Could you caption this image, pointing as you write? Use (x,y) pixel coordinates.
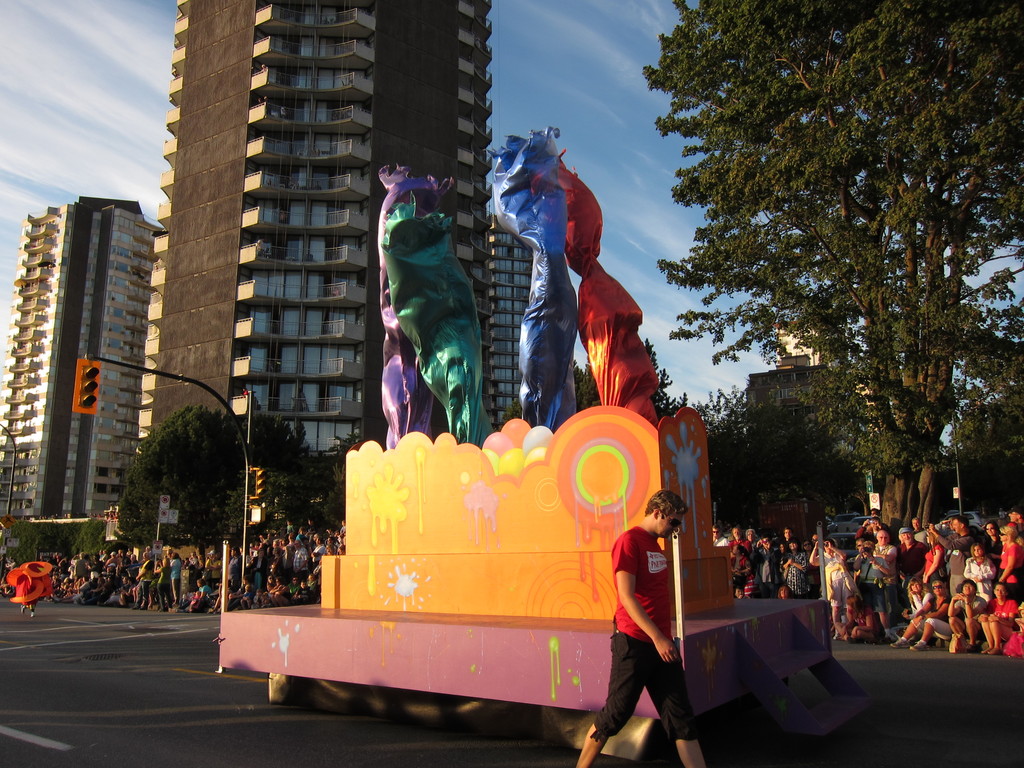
In this image in the center (625,478) there is one vehicle (542,536) in the vehicle (622,323) there are some statues (544,336). In the foreground (649,532) there is one person (659,586), and in the background (977,562) there are some persons (899,579) buildings (59,458), traffic signals (95,365), poles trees (755,308) and at the top of the image (554,81) there is sky (632,52).
